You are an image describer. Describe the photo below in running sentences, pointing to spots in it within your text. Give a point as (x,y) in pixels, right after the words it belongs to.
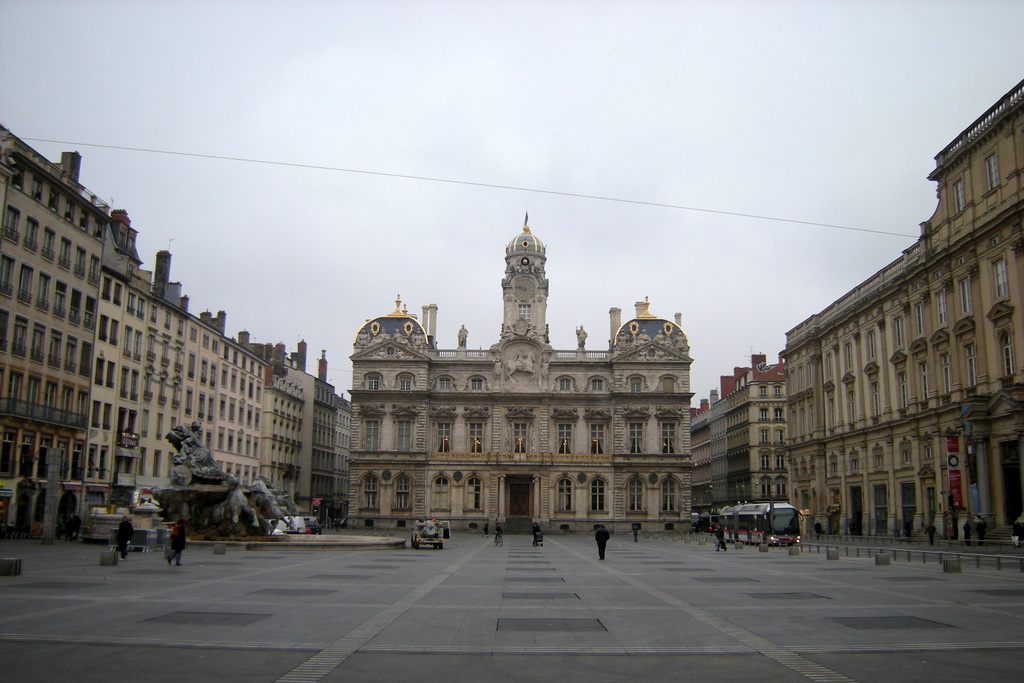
In this picture we can see few buildings (555,461) and people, in front of the buildings (336,494) we can find statues (230,512), vehicles (792,520) and hoardings (949,451).
